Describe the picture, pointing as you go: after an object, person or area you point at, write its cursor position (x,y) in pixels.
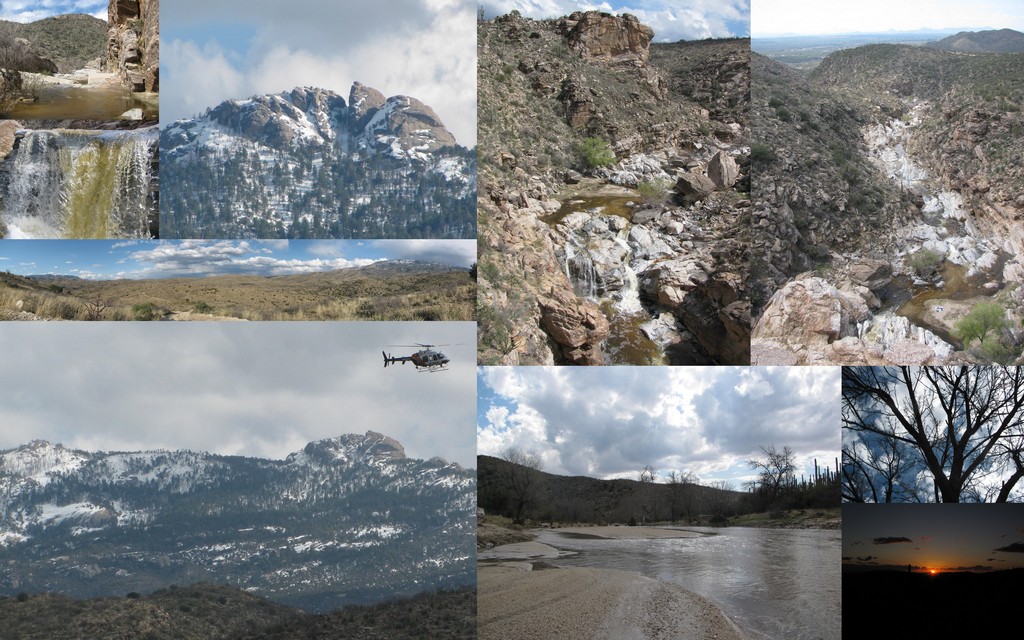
This is an edited image and the picture has been collaged in which there are mountains (834,365), trees (676,493) and there is an helicopter (421,367) flying in the sky (462,384) and there is water (746,567) and the sky (392,416) is cloudy.
